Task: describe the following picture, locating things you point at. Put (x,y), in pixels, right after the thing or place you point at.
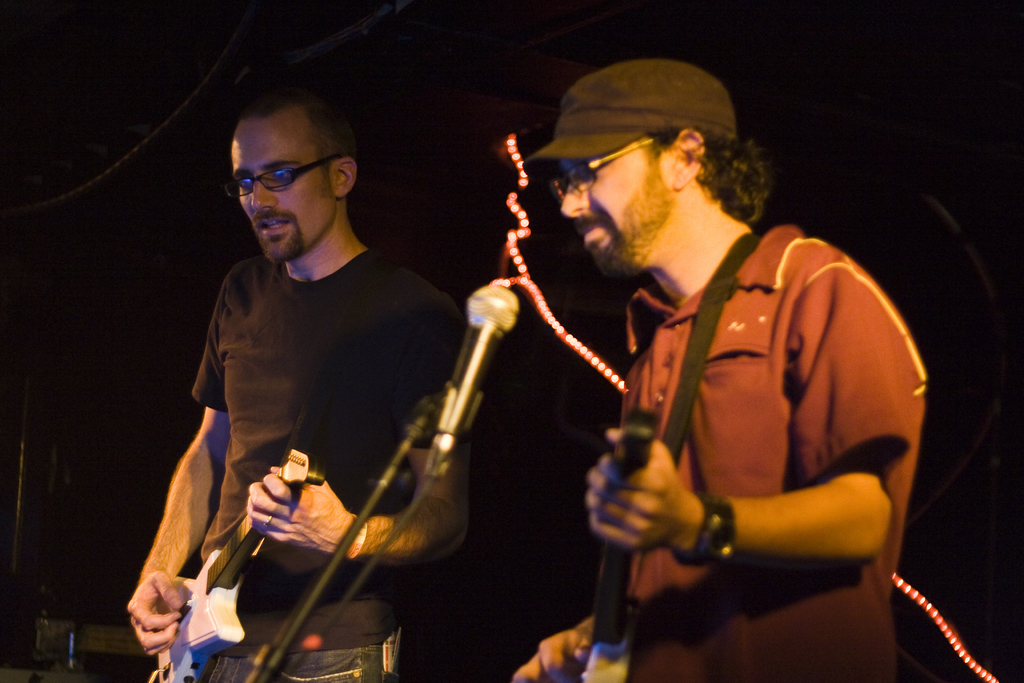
In the center of this picture (652,248) we can see the two men (692,314) wearing t-shirts (790,379), standing and playing guitars (184,594) and we can see the microphone (488,324) attached to the metal stand (294,627). In the background (518,228) we can see the decoration lights (584,351) and some other objects (99,633).
